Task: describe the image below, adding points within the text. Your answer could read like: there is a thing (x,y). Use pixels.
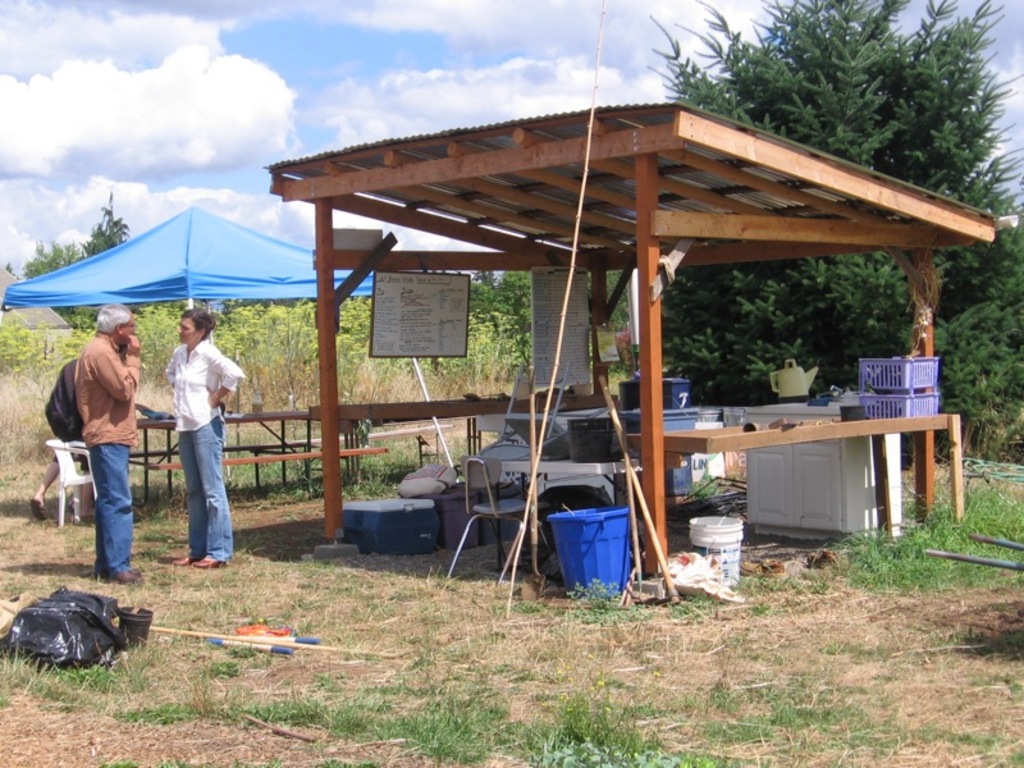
At the bottom of the image (493,645) there is grass (180,697). In the middle of the image (596,363) there is a shed (344,171) and tent (228,251) and there are some tables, on the tables (162,426) there are some products (172,417) and there are some buckets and baskets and chairs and two persons (222,429) are standing. Behind them there are some trees (995,353). At the top of the image (10,14) there are some clouds (127,87) and sky (127,87).
